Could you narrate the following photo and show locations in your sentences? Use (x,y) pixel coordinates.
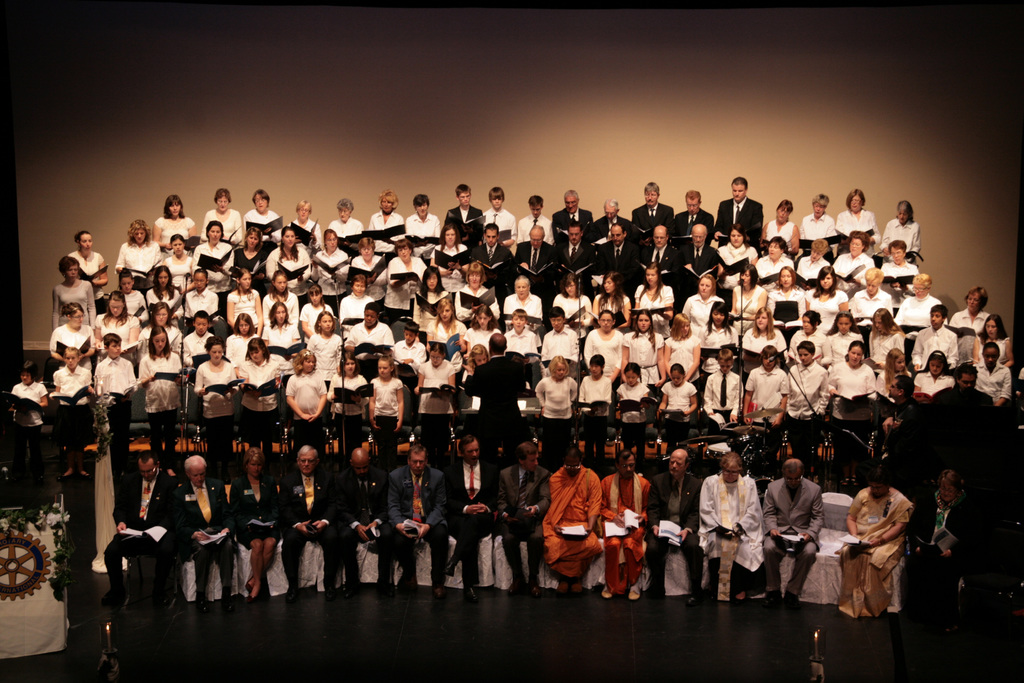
In this image I can see group of people (360,335) standing and few people (416,510) are sitting on chairs (834,536). They are holding books (359,350) and wearing different color dress (584,549).
